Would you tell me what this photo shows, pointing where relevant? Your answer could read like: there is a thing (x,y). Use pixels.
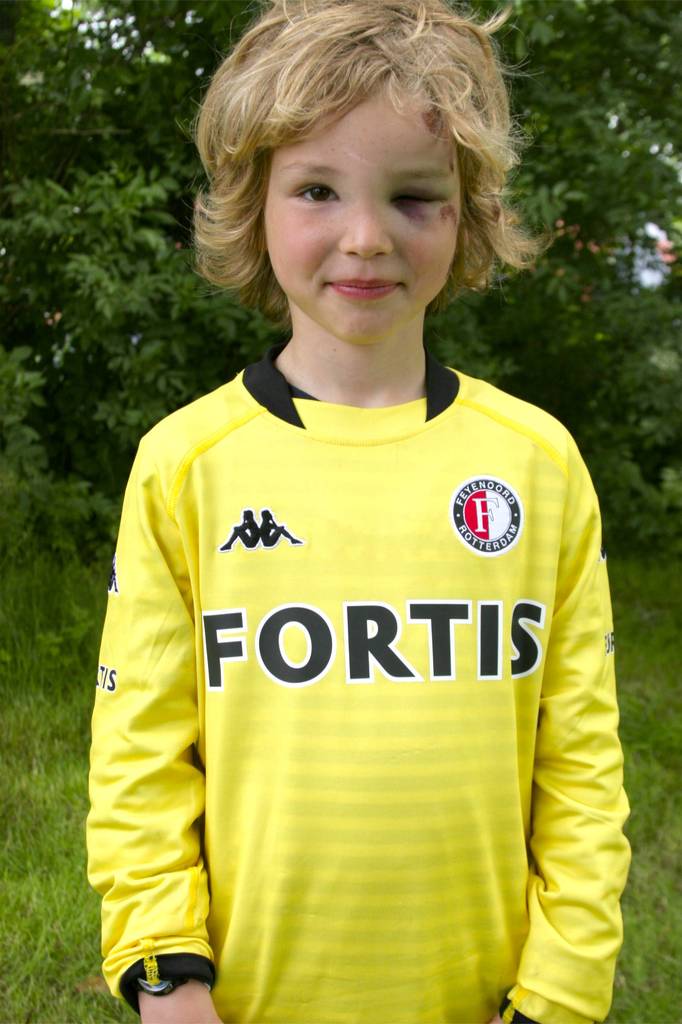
In the foreground of this we can see a kid picture (453,493) wearing yellow color dress (349,624) and standing. In the background (640,493), we can see the green grass (89,607), plants (115,348) and some other items (647,259).
